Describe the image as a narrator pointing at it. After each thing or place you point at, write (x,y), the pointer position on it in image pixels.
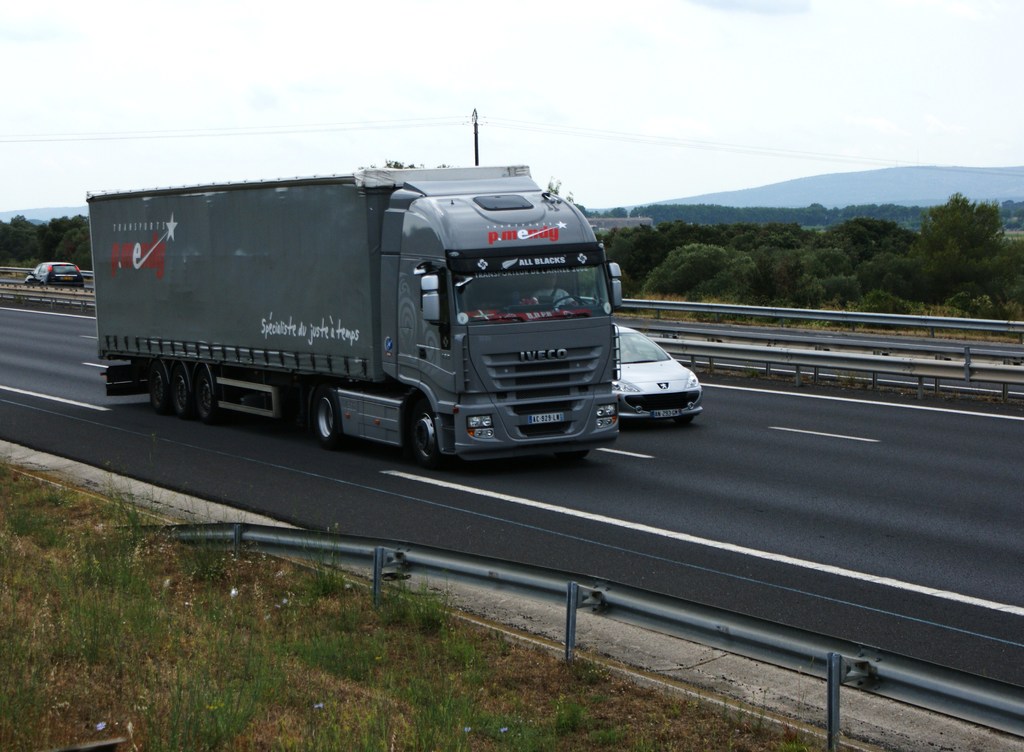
In the center of the image (576,368) we can see group of vehicles (186,382) moving on the road (314,458). In the background (745,341), we can see metal barriers (701,629), group of trees (842,281), grass (137,688), pole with cables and the sky (430,126).
